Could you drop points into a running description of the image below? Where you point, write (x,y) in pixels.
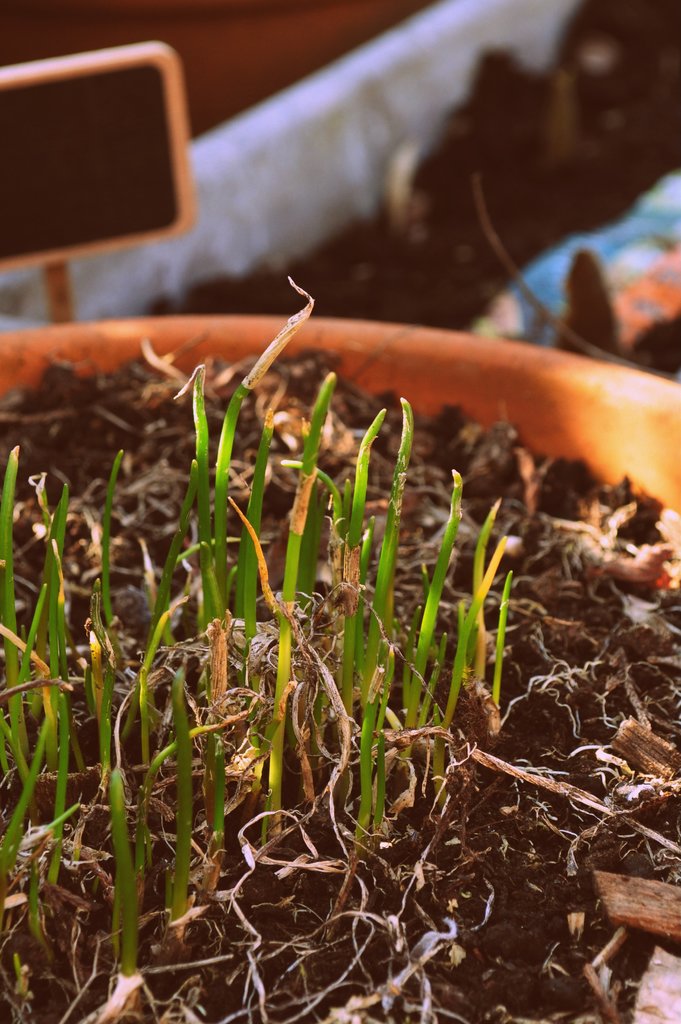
In the picture there is a pot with the mud (450,631), in the mud (450,785) there are grass sprouts (30,643), beside there may be a mud (398,253).
